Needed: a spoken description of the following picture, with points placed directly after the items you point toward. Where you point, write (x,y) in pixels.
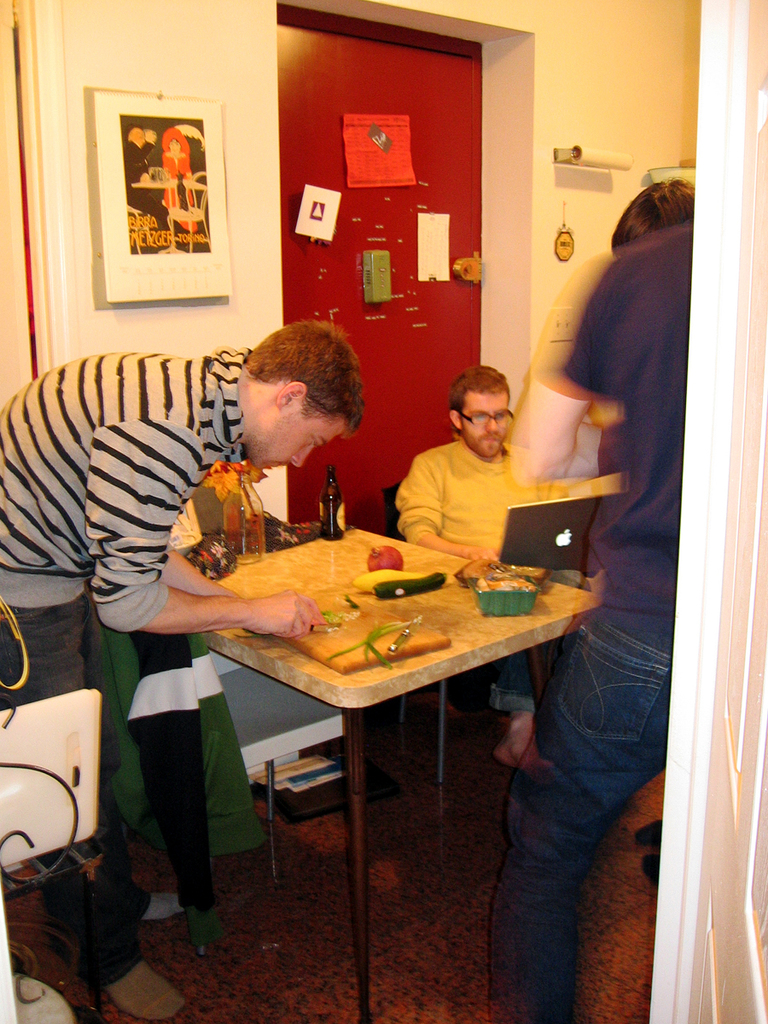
In this picture we can see three men (54,459) where two (54,459) are standing and one (464,472) is sitting on chair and in front of them on table (349,566) we have bottle (331,492), chopping board (350,635), knife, bowl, vase (231,534) with flowers (222,487) in it and in background (134,289) we can see wall (75,169) with frames (116,206), posters (401,160), hanger (585,163).
